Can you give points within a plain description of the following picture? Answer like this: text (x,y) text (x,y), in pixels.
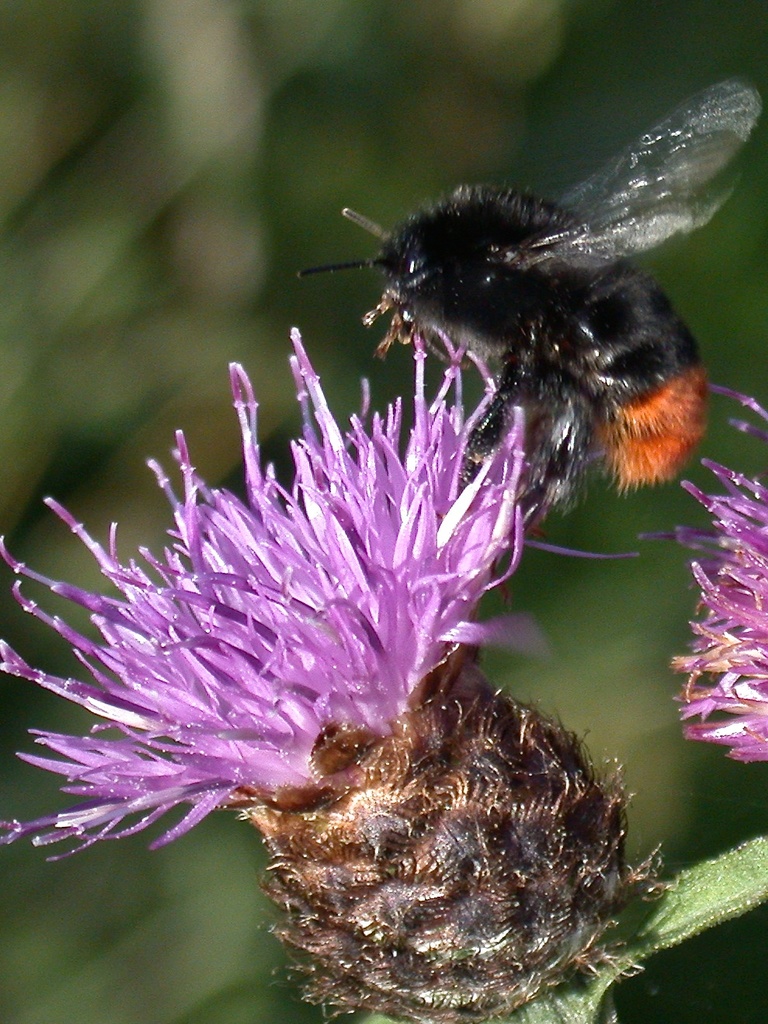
In front of the image there is an insect (604,263) on the flower (339,587). Behind them there is a blur background (164,12).
